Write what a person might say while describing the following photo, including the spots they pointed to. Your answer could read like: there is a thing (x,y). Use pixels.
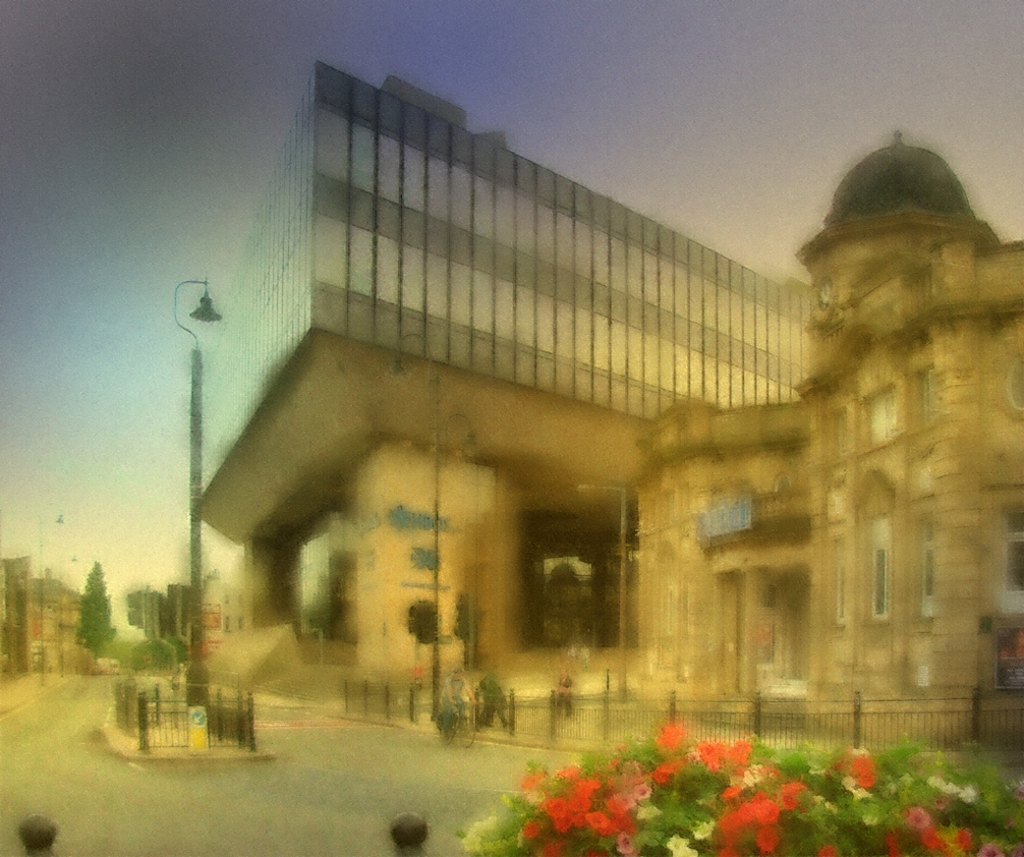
In this image I can see at the bottom (732,805) there are flower plants (706,793). In the middle (557,421) there are buildings (651,440). At the top (647,92) it is the sky (647,92).
